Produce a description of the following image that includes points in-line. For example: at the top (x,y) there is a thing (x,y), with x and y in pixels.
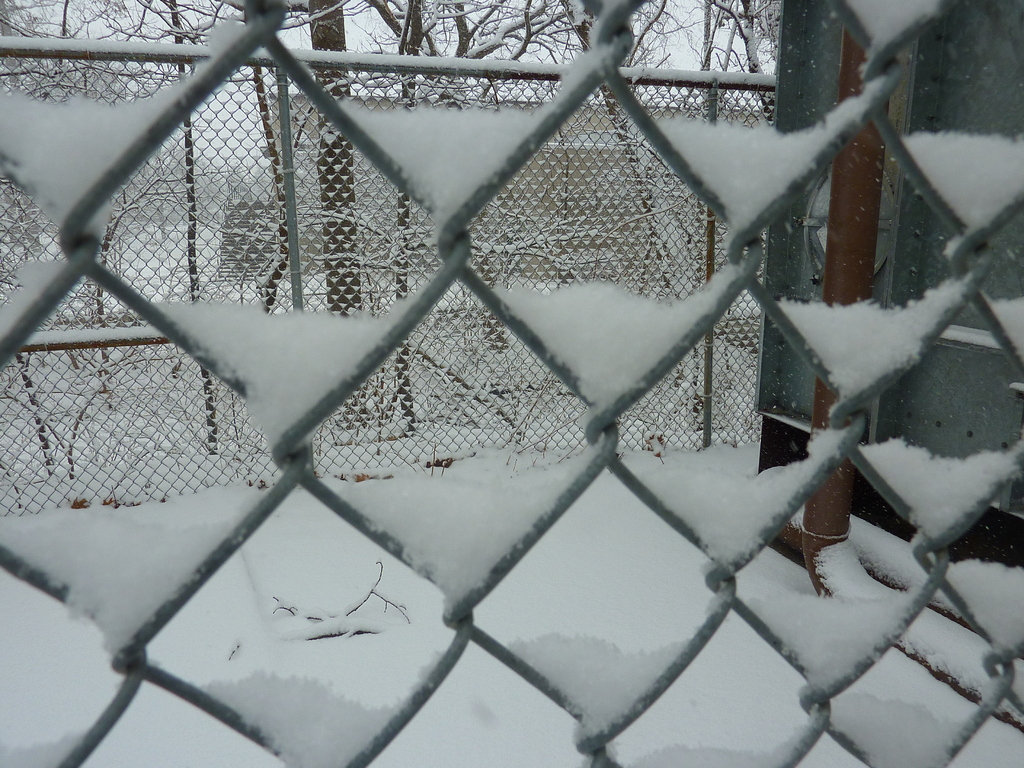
This picture shows about a grill fencing net (608,738) full of snow (567,695). Behind we can see another grill fencing net (294,143) with Pipes (283,75) and dry trees (261,82).
